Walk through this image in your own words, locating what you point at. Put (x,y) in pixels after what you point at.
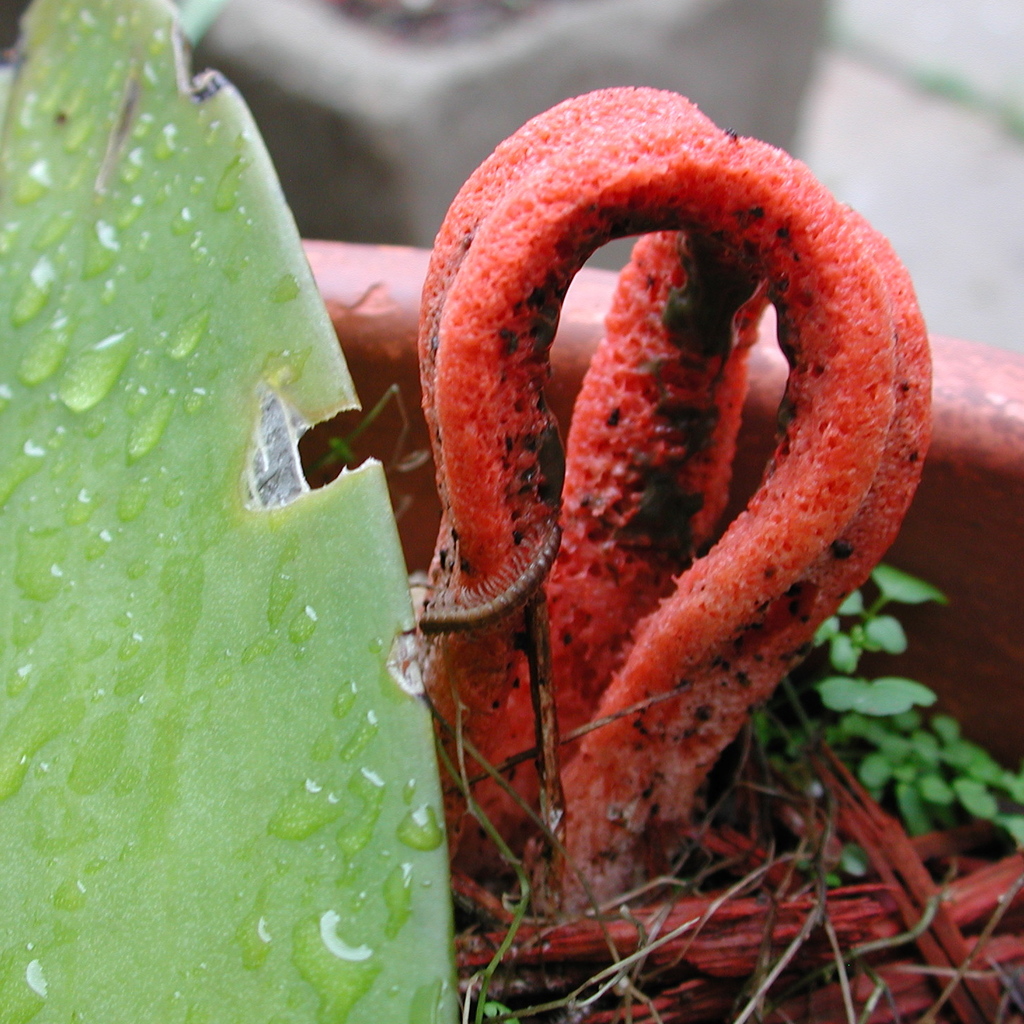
This picture shows a leaf (255,585) with water droplets (352,971) on it and we see a red fungus (568,601) in the pot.
